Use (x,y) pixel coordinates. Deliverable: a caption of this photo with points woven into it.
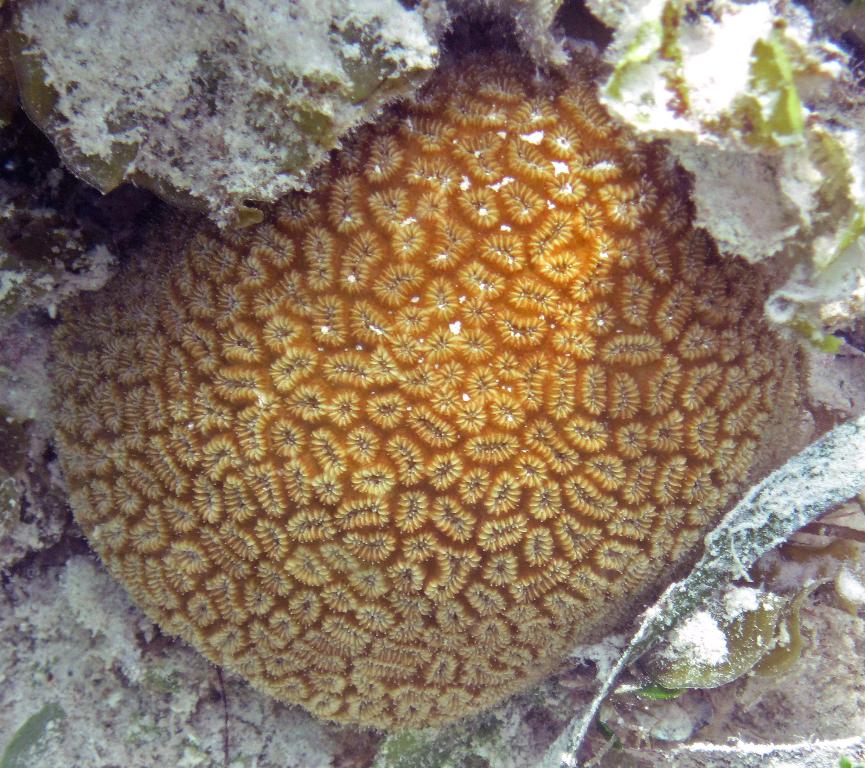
This picture describes about underwater environment (550,476).
